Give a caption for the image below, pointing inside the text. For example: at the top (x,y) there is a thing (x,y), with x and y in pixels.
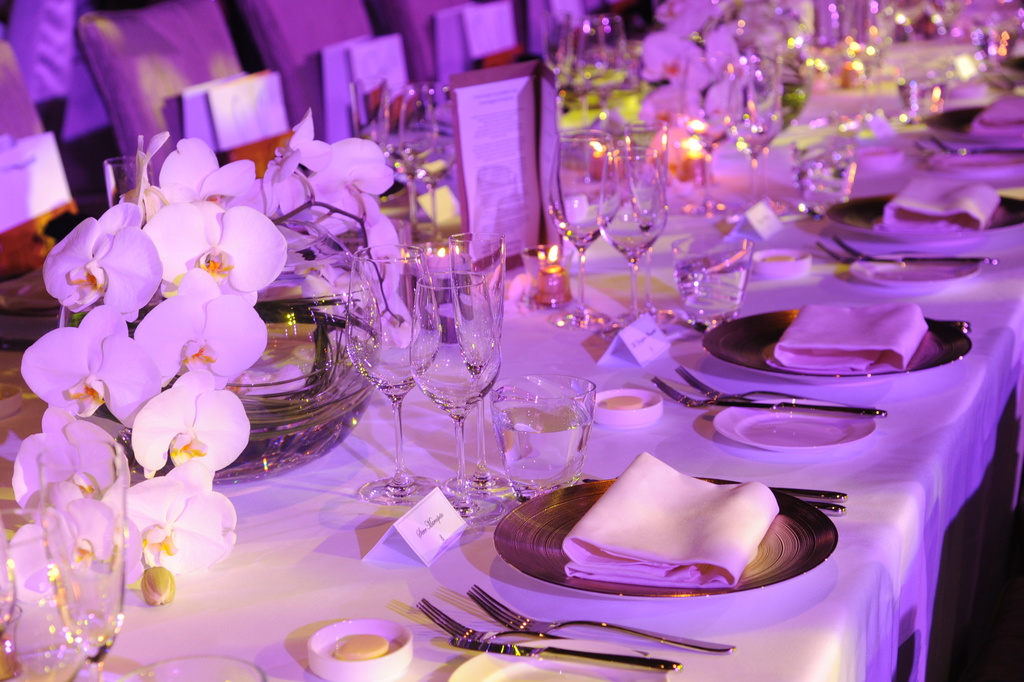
inside the room (414,592) the big chair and so many chair (284,29) are present on table (669,418) so many things (568,557) are present like wine glass (478,357), tissue papers (652,516), plates (549,538) spoons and some flowers (212,336) are present.
